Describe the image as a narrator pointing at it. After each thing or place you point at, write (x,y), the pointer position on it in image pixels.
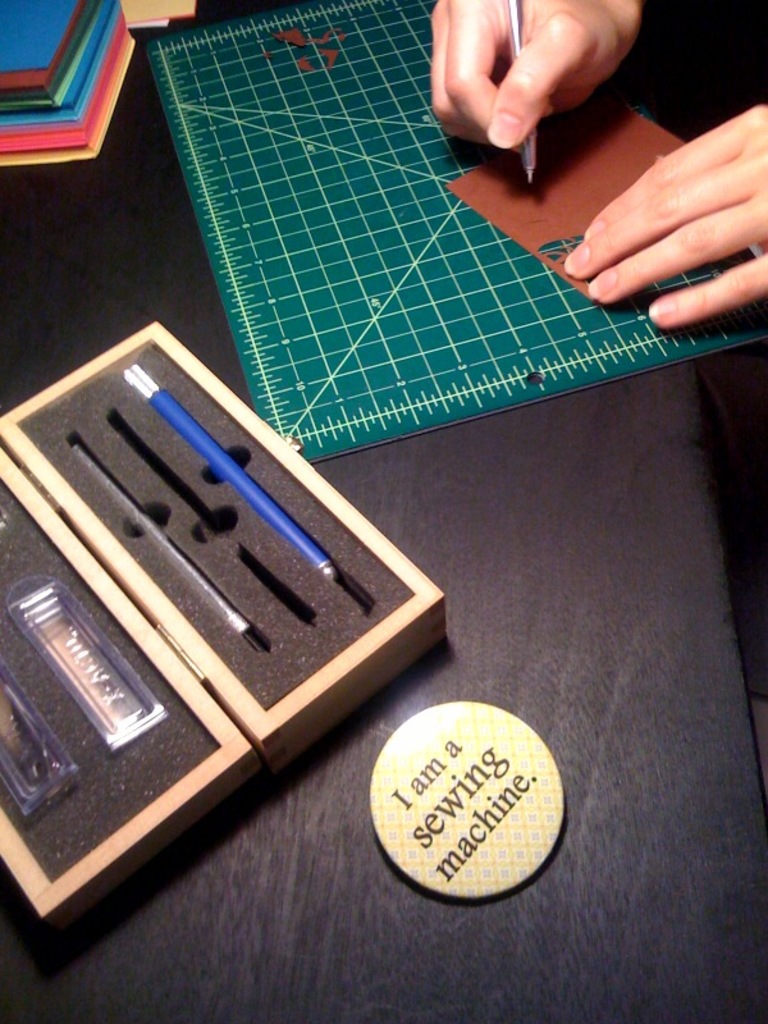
In the picture I can see a badge (471,720), pen box (236,578) and books (67,101) are kept on the table (567,396). I can see the hand (558,38) of a person (625,23) holding a pen (516,48) on the top right side of the picture (644,214).
